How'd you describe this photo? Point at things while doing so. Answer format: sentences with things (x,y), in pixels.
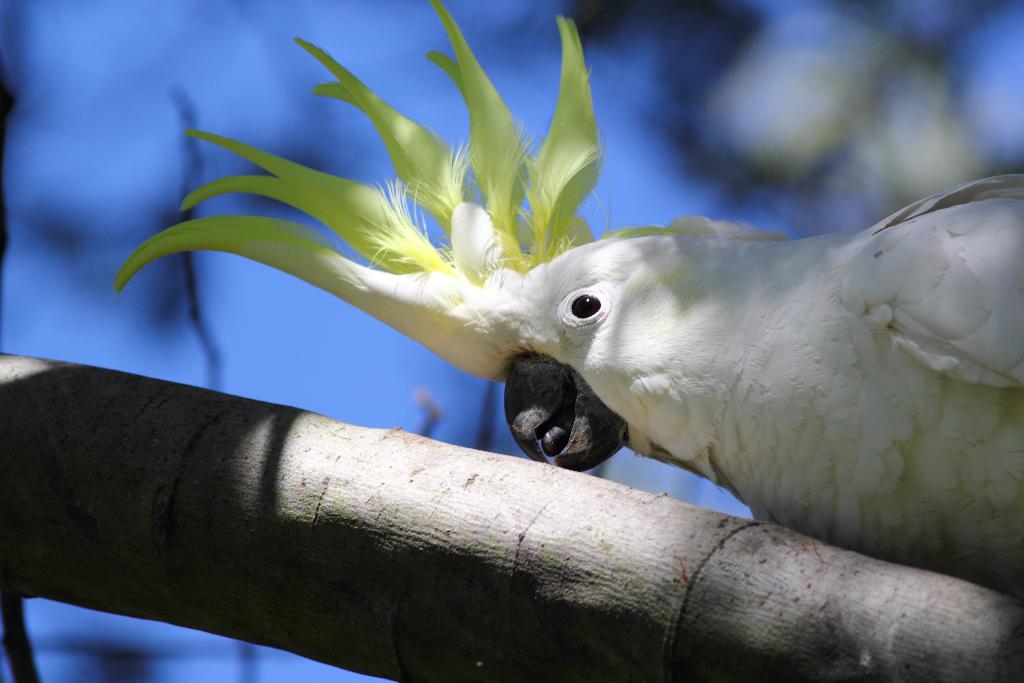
In this picture I can see a bird (590,399) on the branch (488,498).
